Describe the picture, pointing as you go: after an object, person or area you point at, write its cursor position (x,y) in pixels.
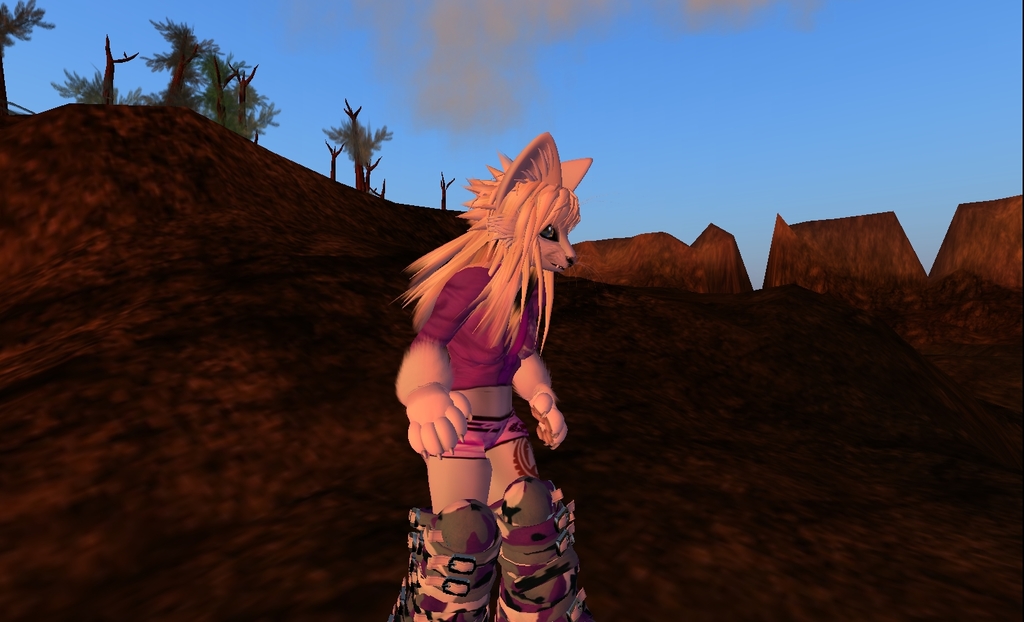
In the foreground of this picture (461,329), where we can see an animated character (482,359) in the center (482,359). In the background (814,235), we can see mountains (609,258), trees (268,111), sky (576,60) and the cloud (491,43).
